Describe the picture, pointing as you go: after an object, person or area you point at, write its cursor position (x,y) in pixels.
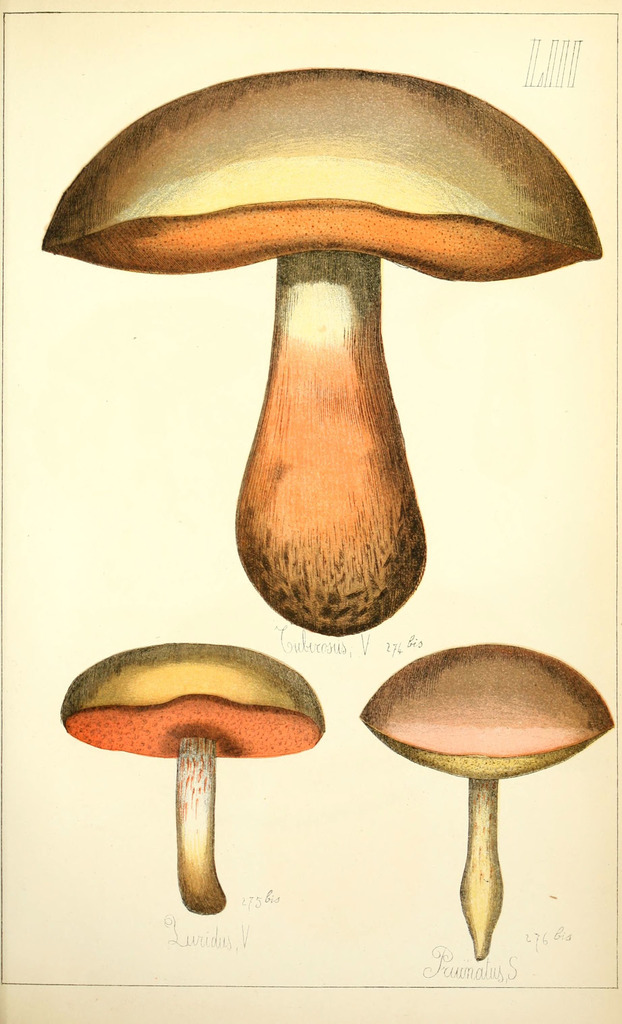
In this image we can see some mushroom pictures (303,461) on a paper (350,638), also we can see some text (394,646) on it.
